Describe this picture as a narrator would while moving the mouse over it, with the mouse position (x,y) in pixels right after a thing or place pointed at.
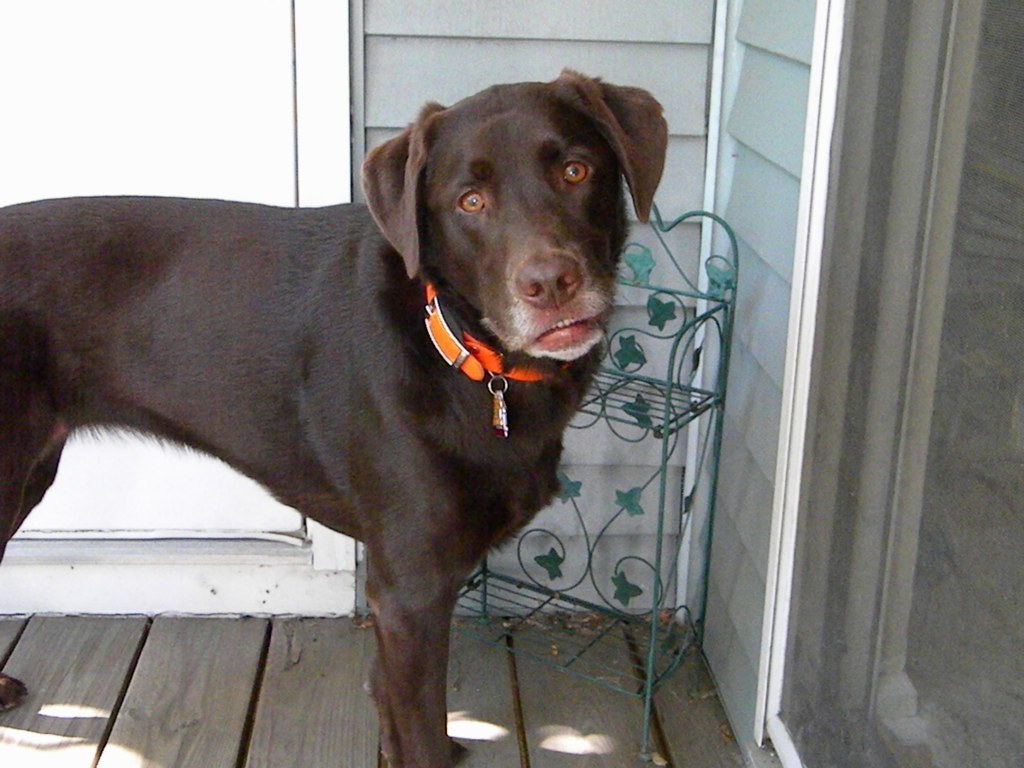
In this picture there is a dog (373,253) on the wooden floor (606,635) and we can see stand (710,541), wall (667,270) and glass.
